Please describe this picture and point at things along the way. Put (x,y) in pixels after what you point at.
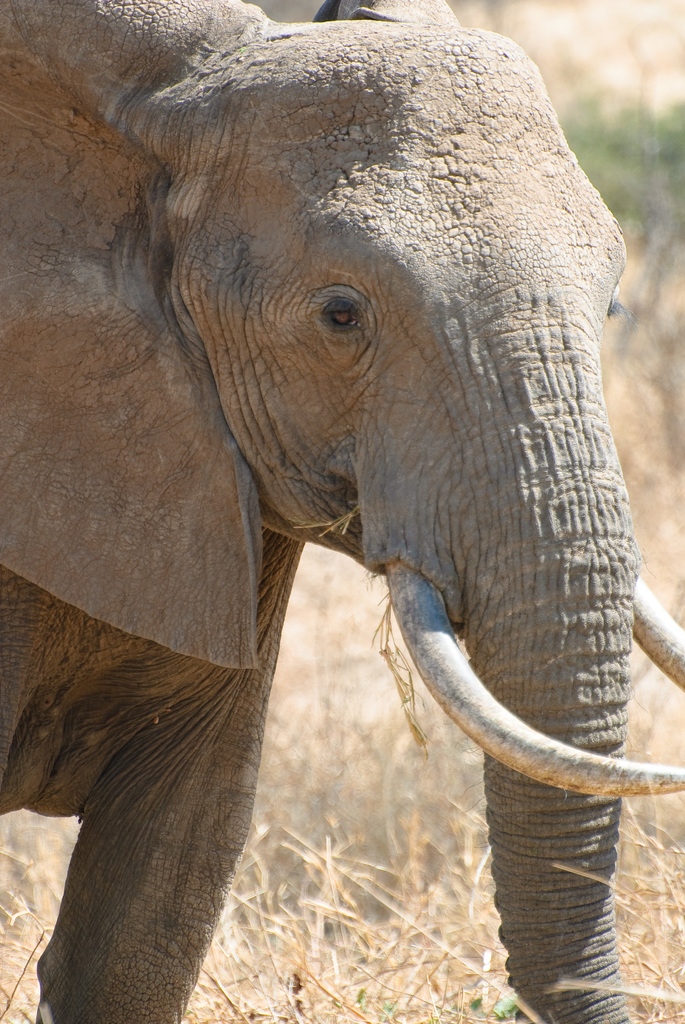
In this image we can see an elephant (276,534). At the bottom (326,980) there is grass (409,900).
